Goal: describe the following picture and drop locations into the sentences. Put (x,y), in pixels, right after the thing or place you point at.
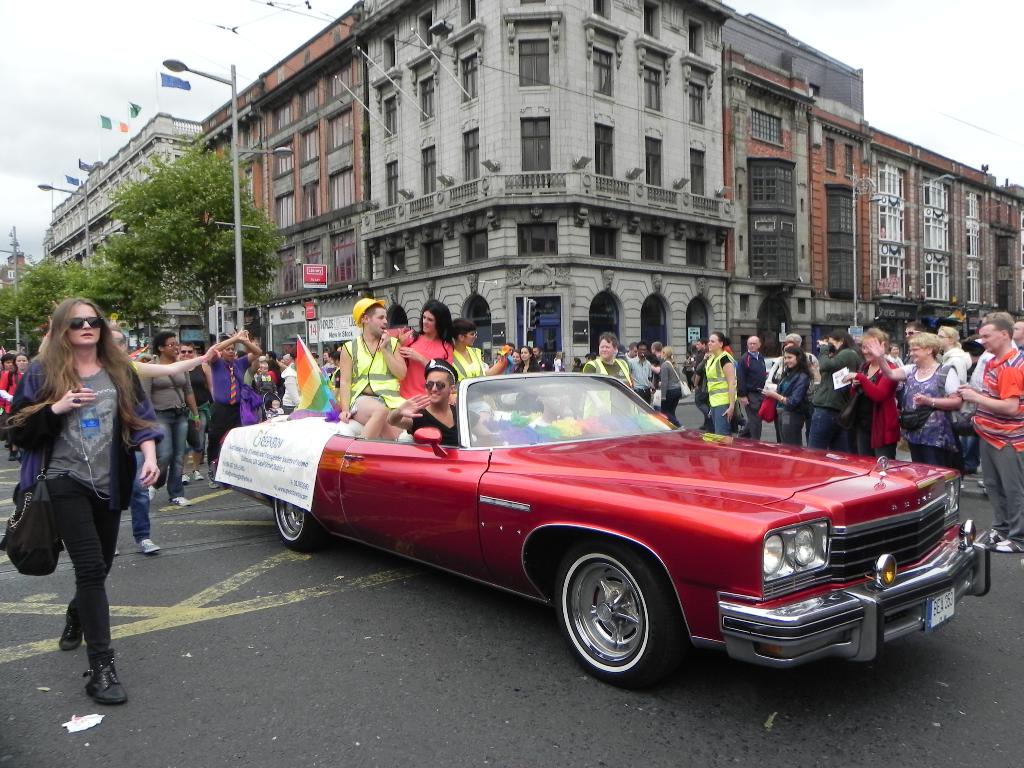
A group of people (926,395) are standing. This red car (843,554) is highlighted. In this red car (615,425) this persons (436,370) are sitting. This woman (34,446) wore bag (36,524). This are buildings (544,158) with windows (529,148). These are trees (78,287). This is a pole (218,77) with light (178,60). On the top of this building (117,175) there are flags (138,113).
